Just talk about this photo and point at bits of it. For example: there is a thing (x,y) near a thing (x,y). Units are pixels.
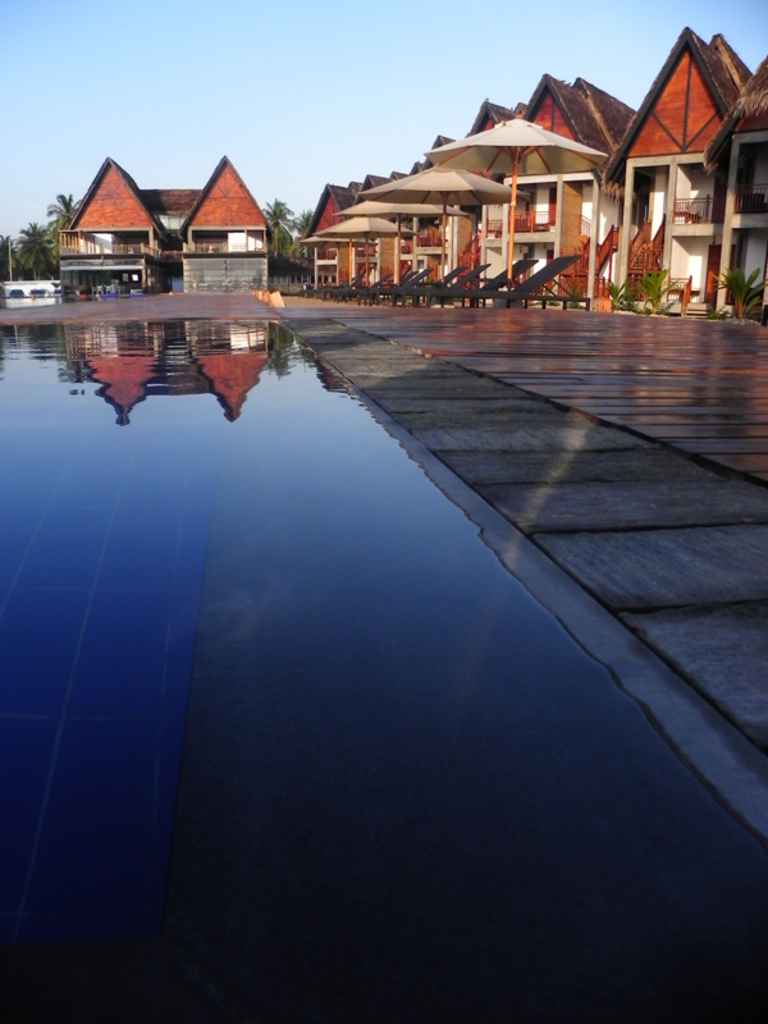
On the left side (200,378) there is water (269,578), on the right side (588,119) there are umbrellas (533,144) and houses (717,95). At the top (150,109) it is the sky (154,107).
